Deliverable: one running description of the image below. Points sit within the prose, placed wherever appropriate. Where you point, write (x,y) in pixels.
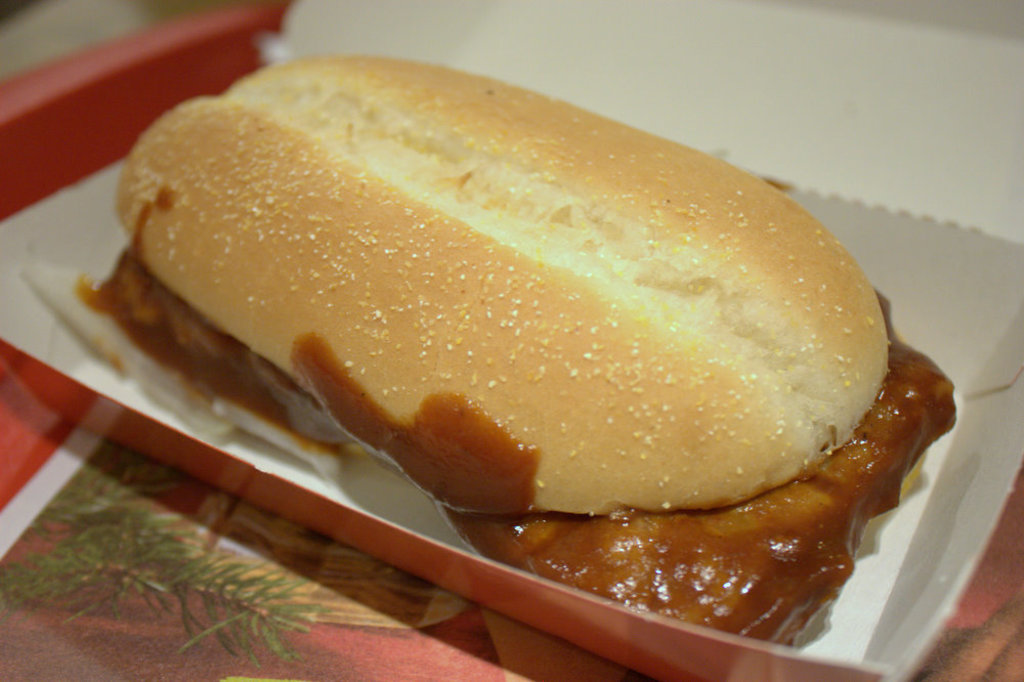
In this image, we can see a food item (392,318) on the surface (75,639).
